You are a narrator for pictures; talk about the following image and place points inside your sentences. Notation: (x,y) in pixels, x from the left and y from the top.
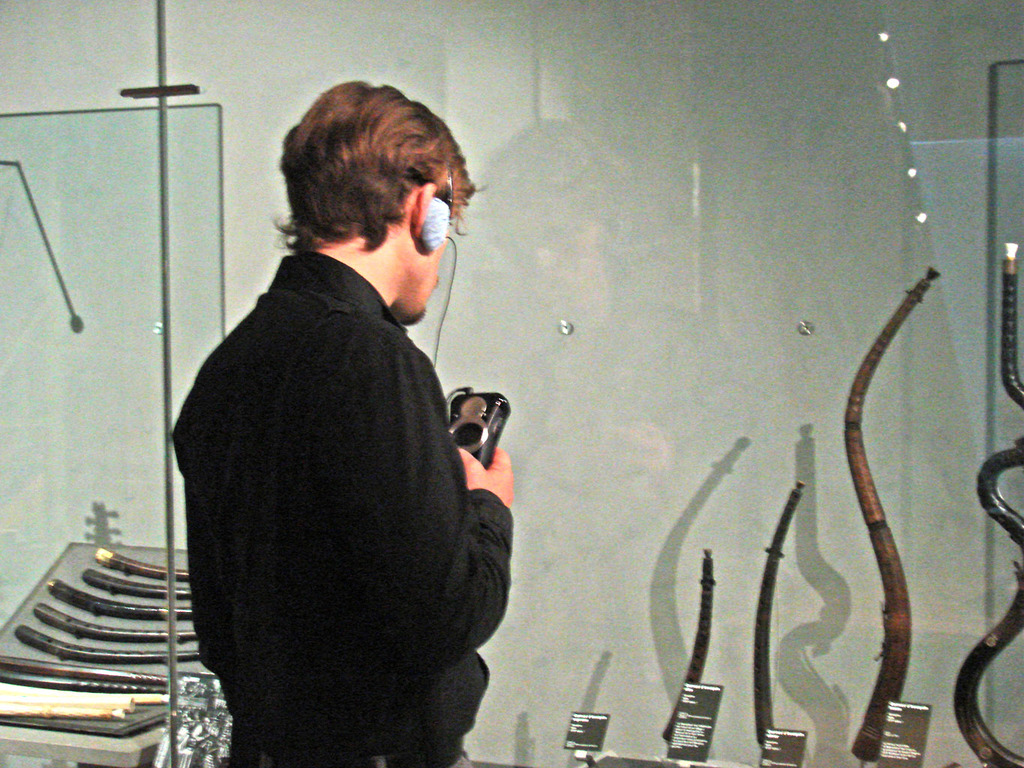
Here I can see a man (333,222) holding a device (478,437) in the hand (467,453), wearing headphones (450,189) and standing facing towards the back side (333,468). In front of him there is a glass (723,365). Behind the glass (724,552) there are few wooden objects (124,633). At the bottom (897,752) there are few tags (918,752) with some text (696,737).
